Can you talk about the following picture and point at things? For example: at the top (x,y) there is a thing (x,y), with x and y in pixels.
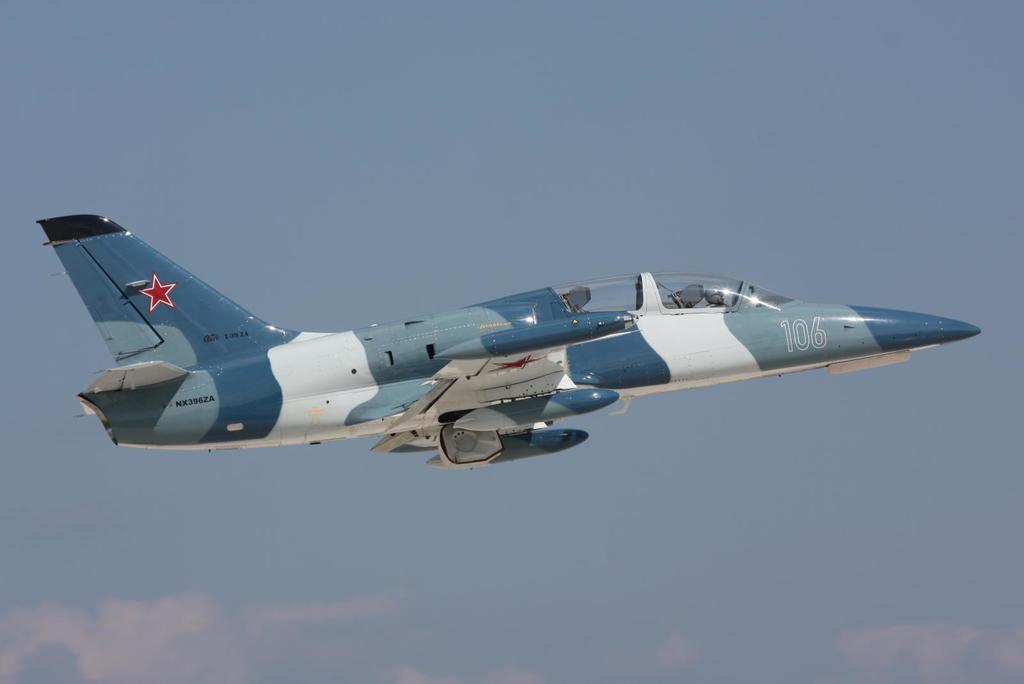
In this image an aircraft (515,373) is flying in the sky (371,462). There are few patches (301,617) of clouds (917,643) in the sky (204,623).
